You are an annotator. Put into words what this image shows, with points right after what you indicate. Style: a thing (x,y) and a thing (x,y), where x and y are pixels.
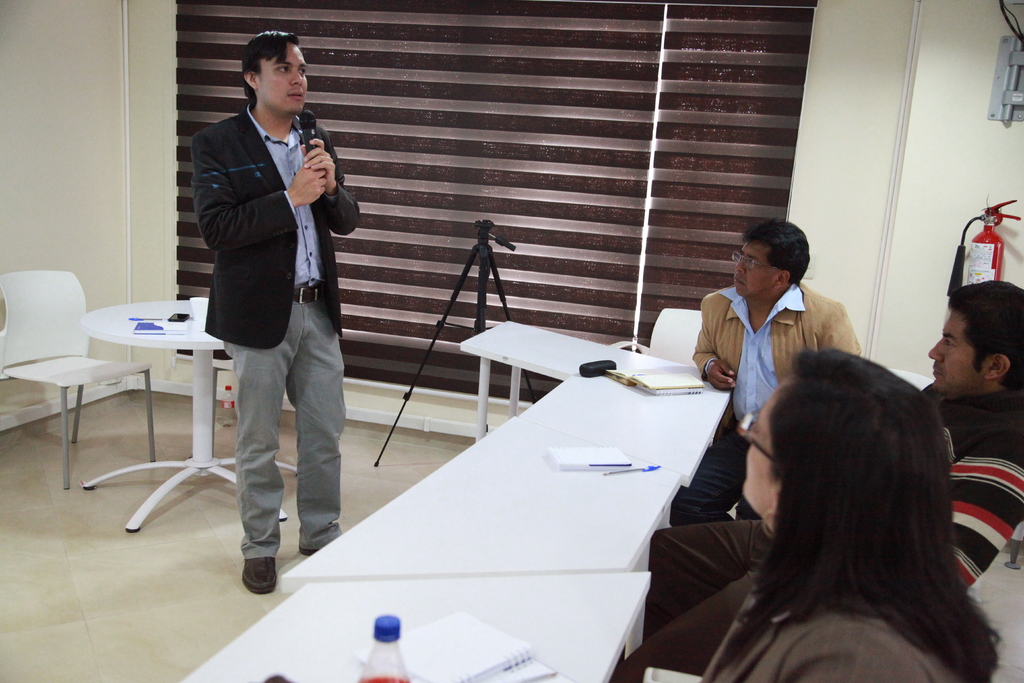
This image is clicked in a room (28,258) where there are tables (676,405) and chairs (4,290). People (752,483) are sitting on that chairs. On that table (420,611) there are water bottle (392,640), book (472,620), pen (657,468), papers (605,462) and there is a camera stand (482,283) in the middle (482,305). There is a window blind (583,159) in the back side (404,134). There is a person (248,462) standing in the middle (342,325), he is holding a mic (307,115) in his hand (321,167). There are three people (830,434) sitting on chairs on the right side (759,434).
